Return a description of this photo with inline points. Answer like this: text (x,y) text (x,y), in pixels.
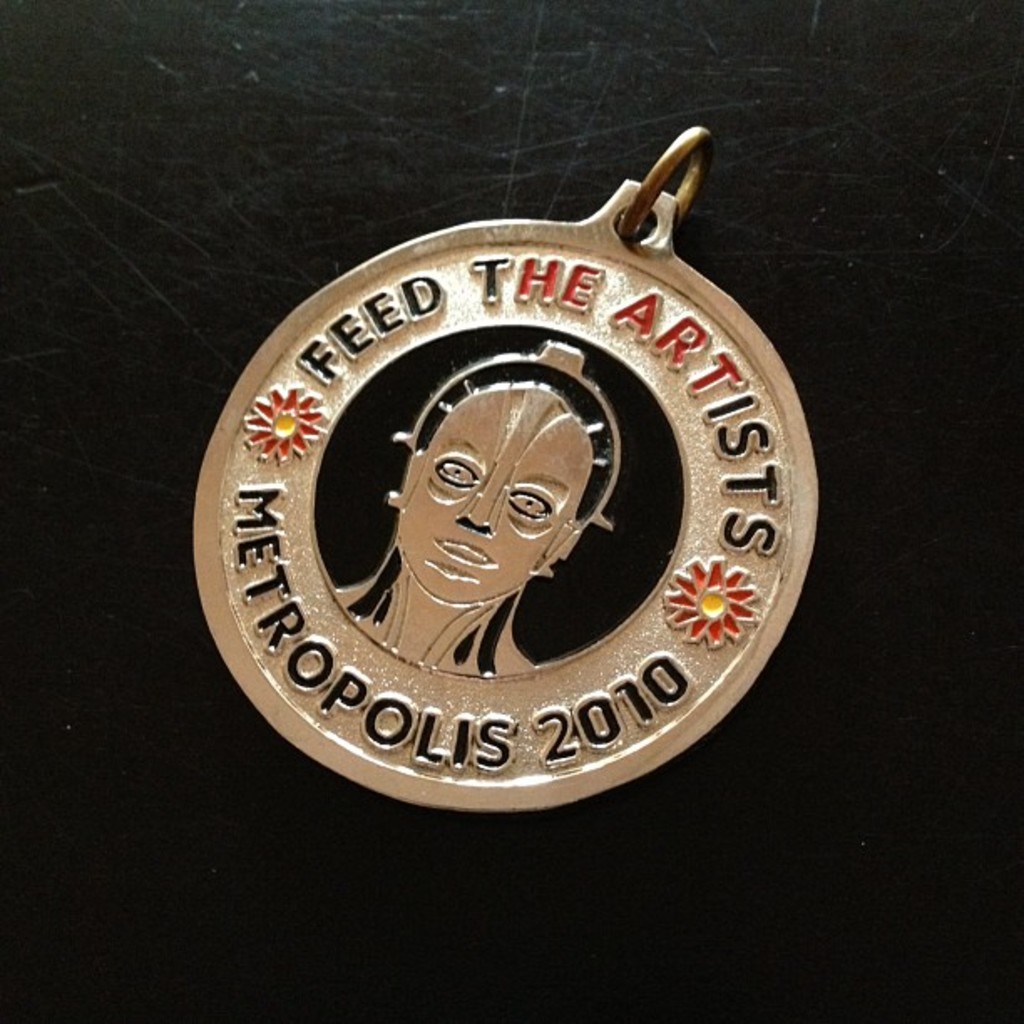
This image consists of a locket (775,520) made up of metal (623,249). It is kept on a table (131,517) which is in black color.
